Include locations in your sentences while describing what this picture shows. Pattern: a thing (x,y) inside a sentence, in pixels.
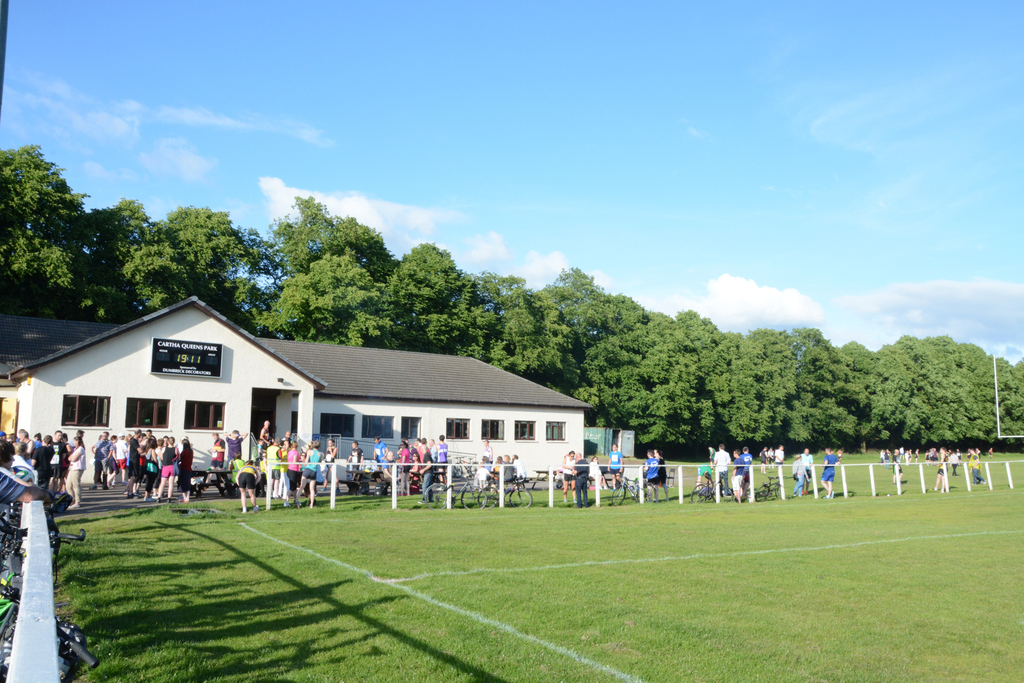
In the image we can see a house (239,406) and these are the windows (77,405) of the house (447,414). This is a board (171,359), grass (601,587), fence (781,479), trees (698,356), bicycles (513,486) and cloudy pale blue sky (793,166). We can even see there are many people (109,471) are standing and some of them are sitting, they are wearing clothes (138,464).
